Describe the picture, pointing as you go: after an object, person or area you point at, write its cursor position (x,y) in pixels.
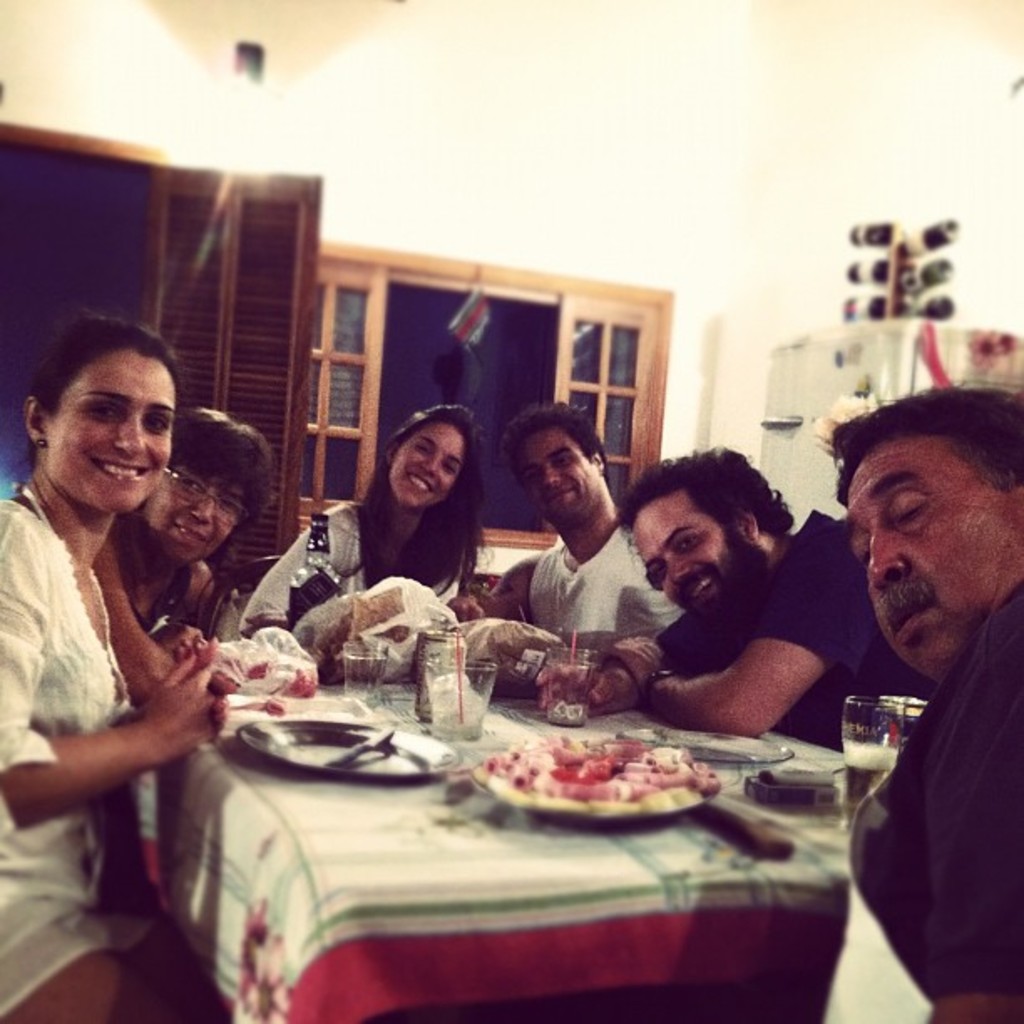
In this image we have group of people (853,590) sitting in the chair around the table (332,808) and in table (585,869) we have glass (554,676), straw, plate (297,771), knife (332,761), bottle (318,617) and in back ground (363,309) we have window (491,325), flag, bottle rack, a door (231,407), refrigerator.
